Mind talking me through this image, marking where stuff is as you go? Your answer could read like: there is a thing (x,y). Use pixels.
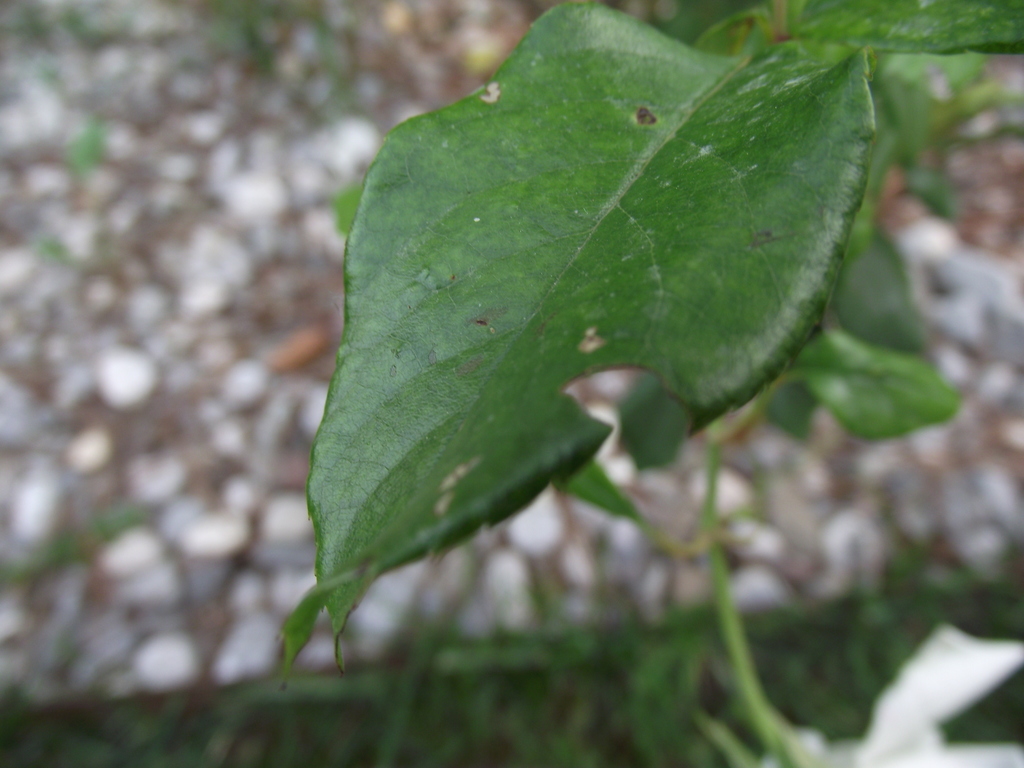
In this image I can see a green colour leaf (710,401) in the front (700,423). In the background (830,388) I can see few more leaves (915,324) and I can see this image is little bit blurry in the background (806,574).
